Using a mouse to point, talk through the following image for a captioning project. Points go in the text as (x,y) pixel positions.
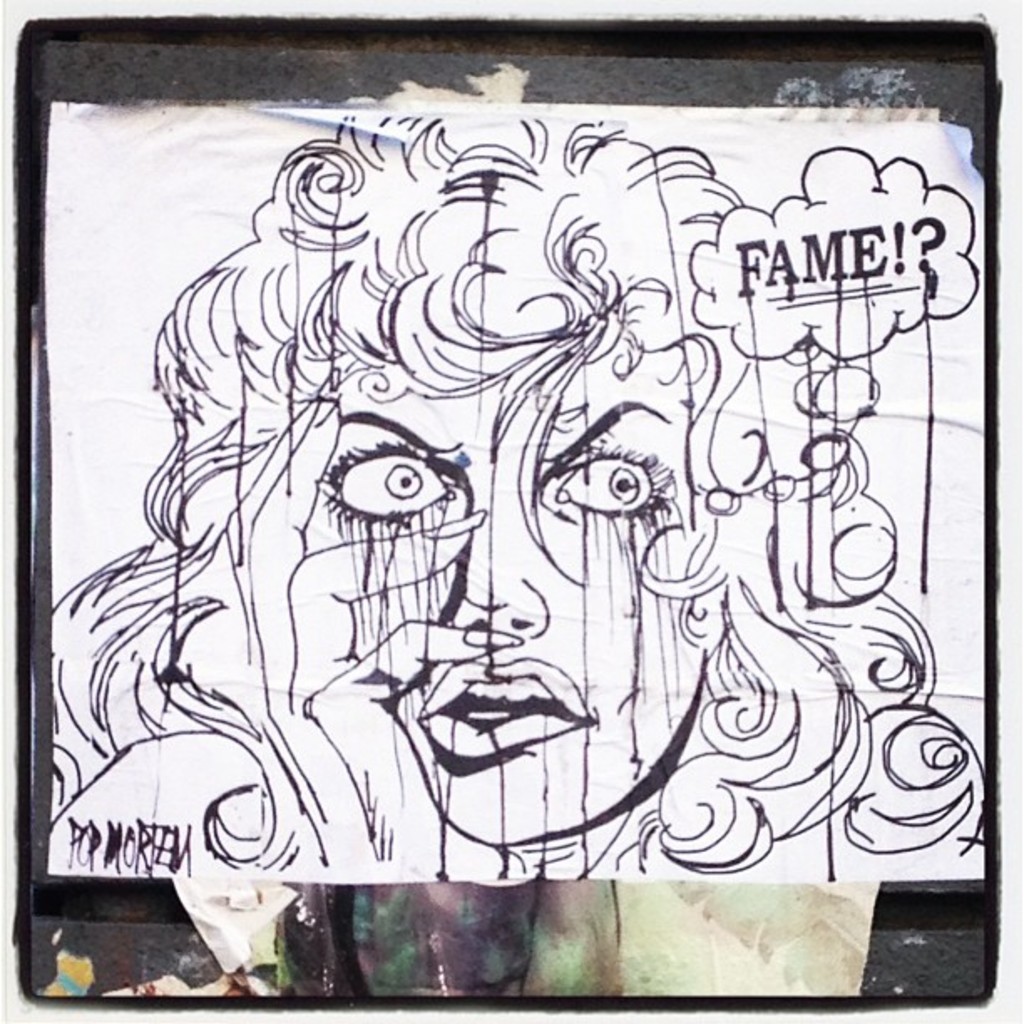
In the image in the center (367,447) we can see one poster (541,514). On the poster (218,382), we can see one human face (587,693) and we can see something written on it. And we can see black color border (981,53) around the image.
